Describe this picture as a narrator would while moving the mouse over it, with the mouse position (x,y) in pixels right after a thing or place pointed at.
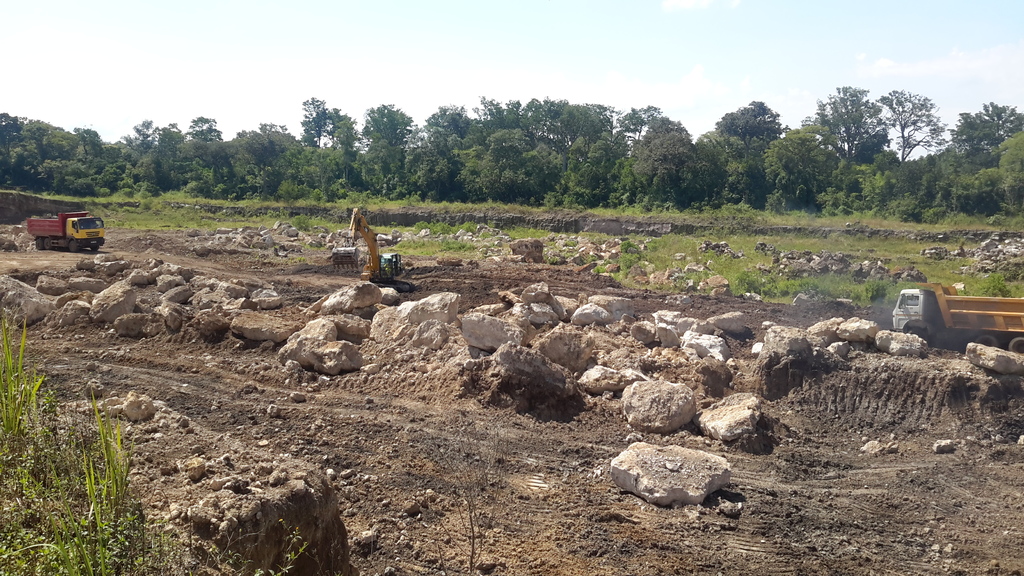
On the left (90,241) there is a man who is riding a truck (28,230). In the center (381,272) we can see the bulldozer (368,271). On the right (905,318) we can see another truck (894,314) and smoke (876,297) is coming from the exhaust pipe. At the bottom (703,470) we can see many stones (232,293). In background (339,172) we can see a trees (413,175), plants (514,175) and grass (842,220). At the top (813,56) we can see sky (688,70) and clouds (512,70).
